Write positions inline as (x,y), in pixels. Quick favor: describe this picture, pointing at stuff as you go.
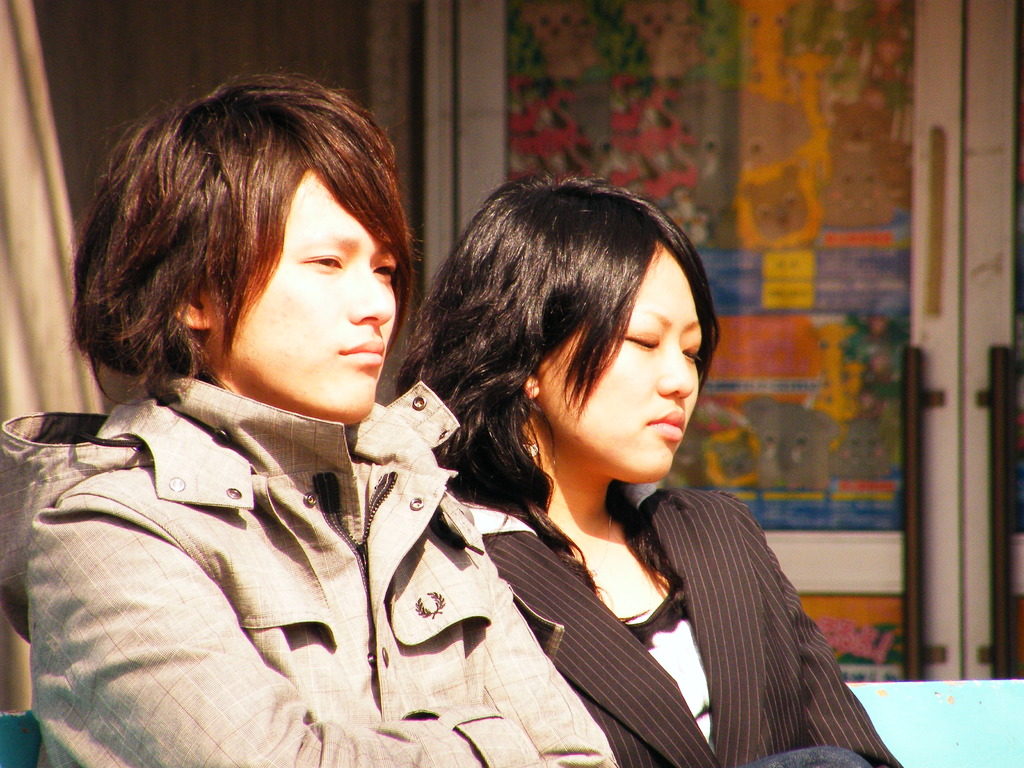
Here I can see two people (481,651) wearing jackets (325,689) and sitting facing towards the right side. In the background (319,31), I can see a wall (983,89) to which a board (850,125) is attached. On the left side (42,246), I can see a cloth (39,216).
